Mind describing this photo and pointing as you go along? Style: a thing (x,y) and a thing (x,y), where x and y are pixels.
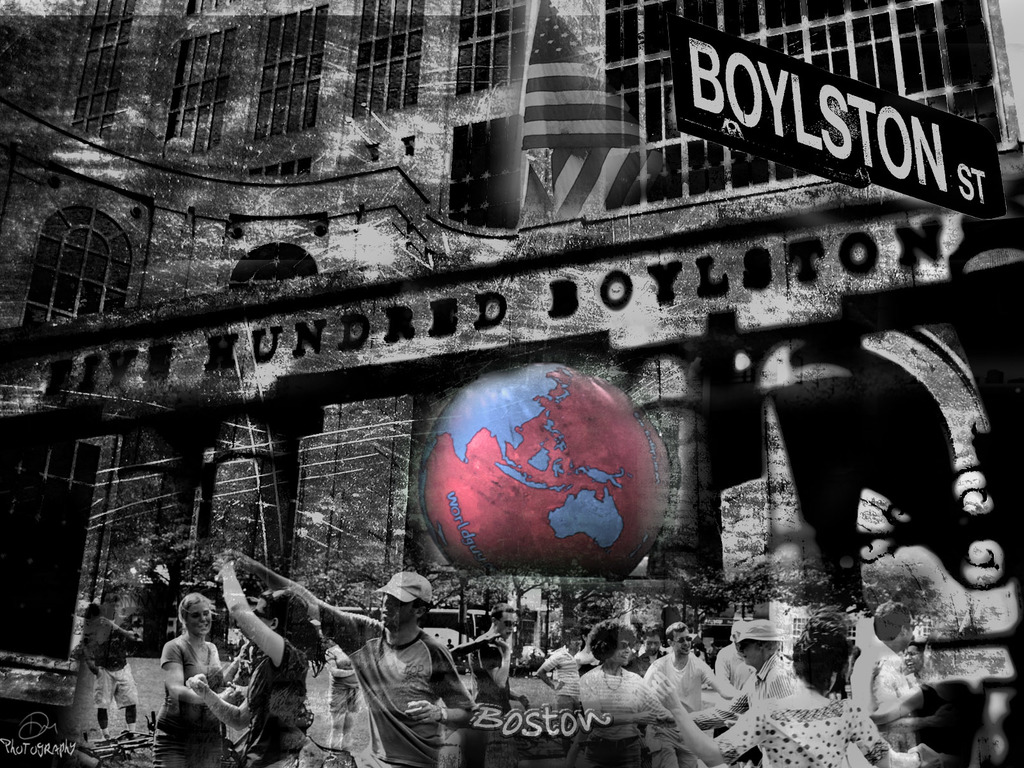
In this picture we can see a globe (477,532) and a flag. There is a building (880,305). We can see few arches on this building (656,82). A direction sign board (986,171) is visible on top right (994,189). A watermark (67,744) is seen on bottom left (75,752). Few people (691,762) are visible on the path (312,698).
